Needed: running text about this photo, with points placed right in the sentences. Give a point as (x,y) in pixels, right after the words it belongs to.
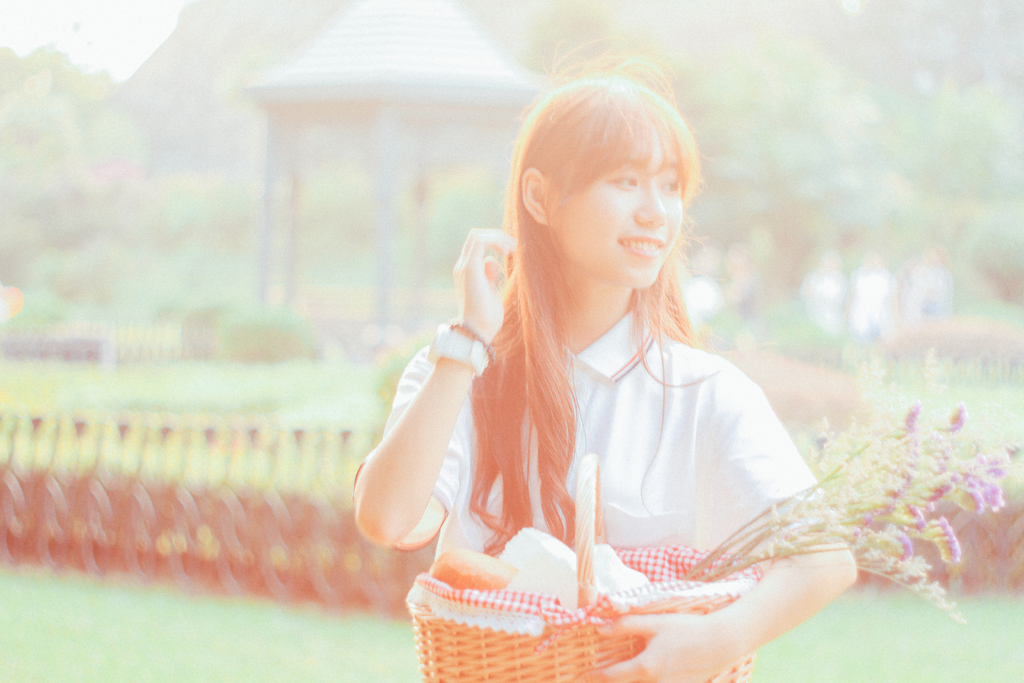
As we can see in the image in the front (520,433) there is a woman (603,275) wearing white color dress (636,454) and holding basket (585,644). There is grass (214,671) and trees (81,114) in the background (969,170).
